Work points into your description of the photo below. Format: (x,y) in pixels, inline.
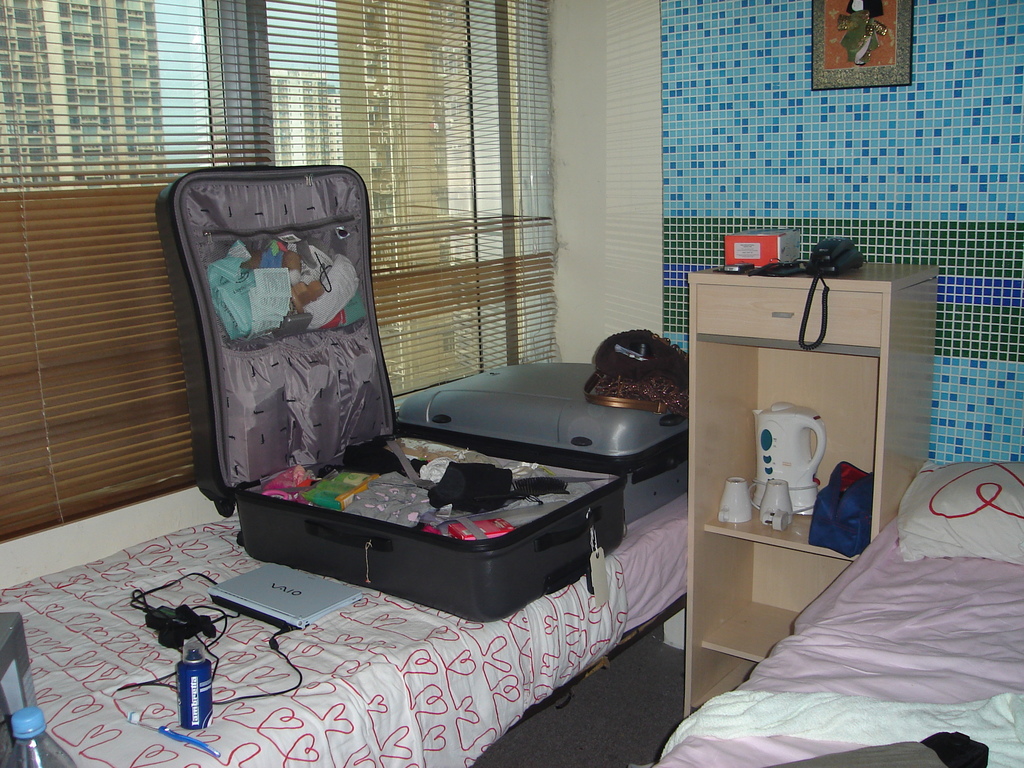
Here there is a 2 beds (874,630) and pillow (982,515). There are 2 luggage bags (569,503). Here we can see laptop (301,600), perfume bottle (204,677) and wires (284,693). On the left side (44,735), we can see bottle (42,749) with lid (32,725). In the right side (789,467), we can see some bag (844,508) and cups (728,489), hot machine (787,440). Here we can see telephone (835,256), photo frame (820,75) and blue color tile wall (735,168) and cream color wall (579,160). And the left side (206,135), we can see window shades (87,277), glass window (179,95). Background (298,92), we can see buildings (132,78).
